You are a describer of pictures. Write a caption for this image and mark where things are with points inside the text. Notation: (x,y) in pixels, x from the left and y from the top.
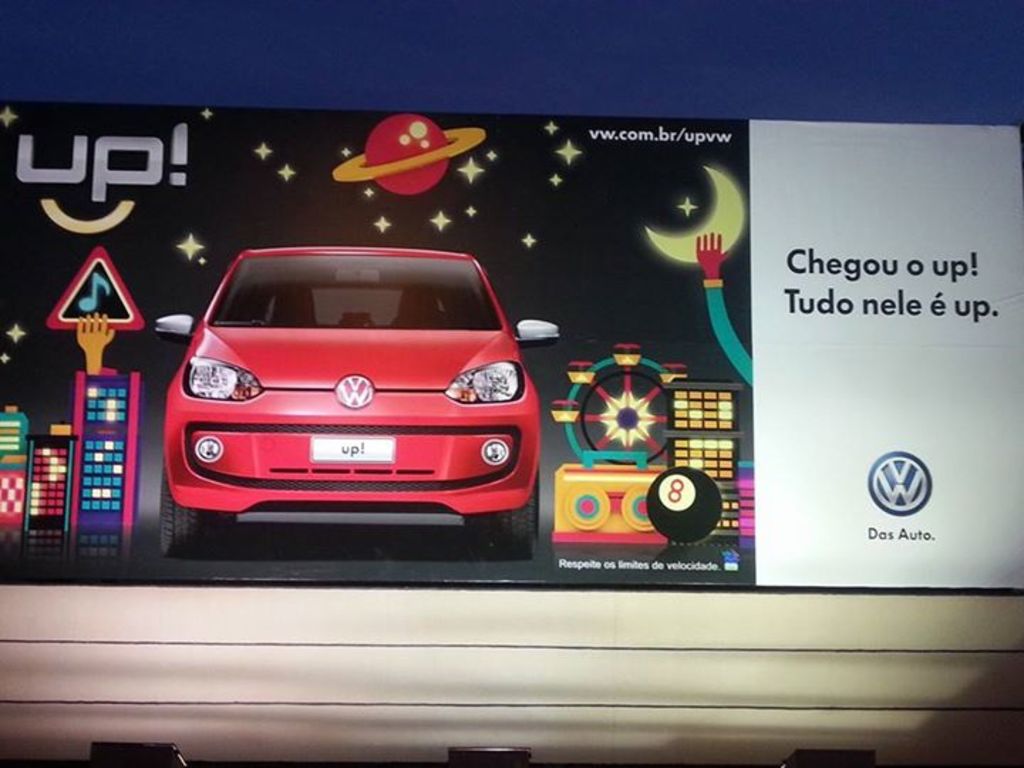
In this image we can see an advertisement (532,374) of a car (388,381).
